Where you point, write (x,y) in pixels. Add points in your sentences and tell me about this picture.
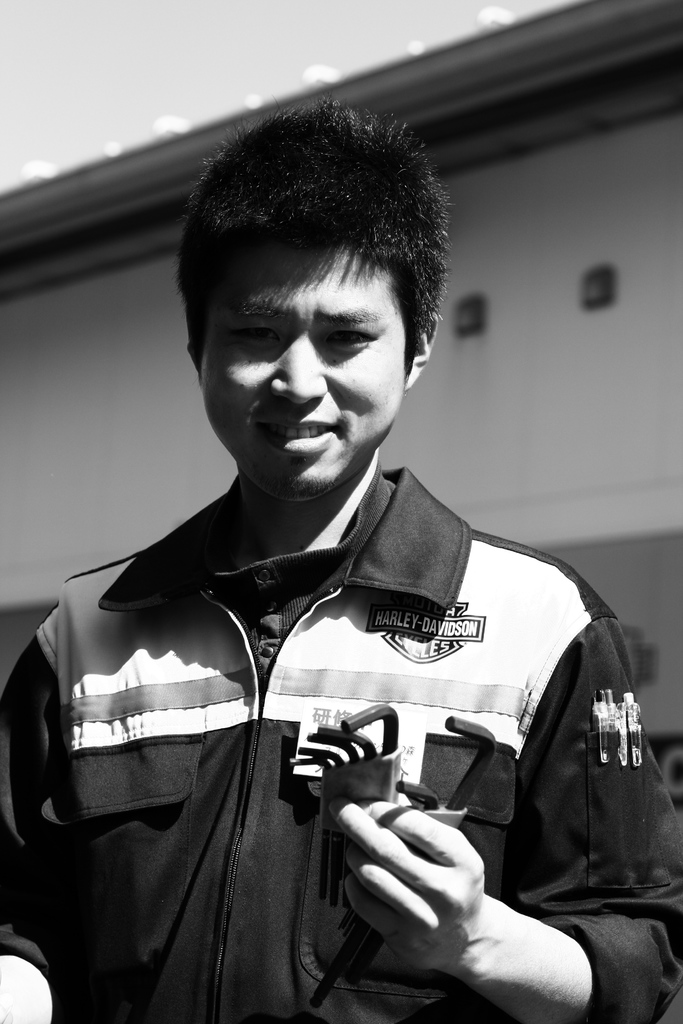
In this black and white image, we can see a person (581,684) wearing clothes (219,855). This person (292,564) is holding objects (371,744) with his hands (430,861). In the background (558,243), we can see a wall (571,513).
